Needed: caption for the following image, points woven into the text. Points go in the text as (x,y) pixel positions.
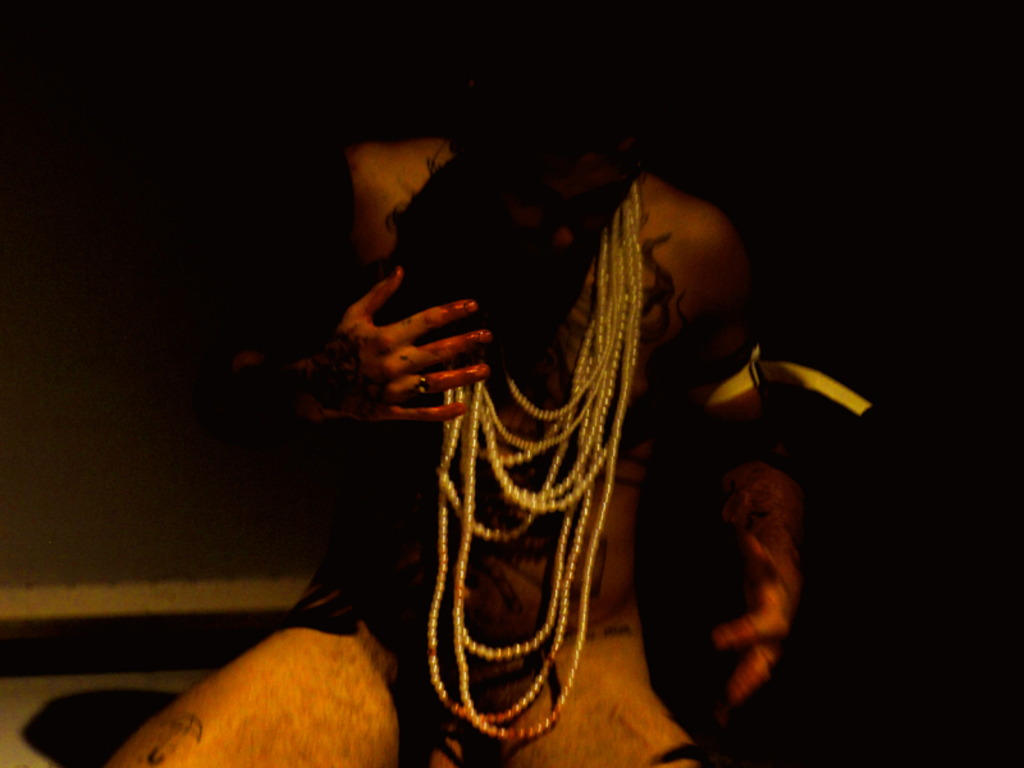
This image consists of a person (476,307) wearing ornaments (472,478). The background (91,396) is dark. At the bottom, there is a floor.
